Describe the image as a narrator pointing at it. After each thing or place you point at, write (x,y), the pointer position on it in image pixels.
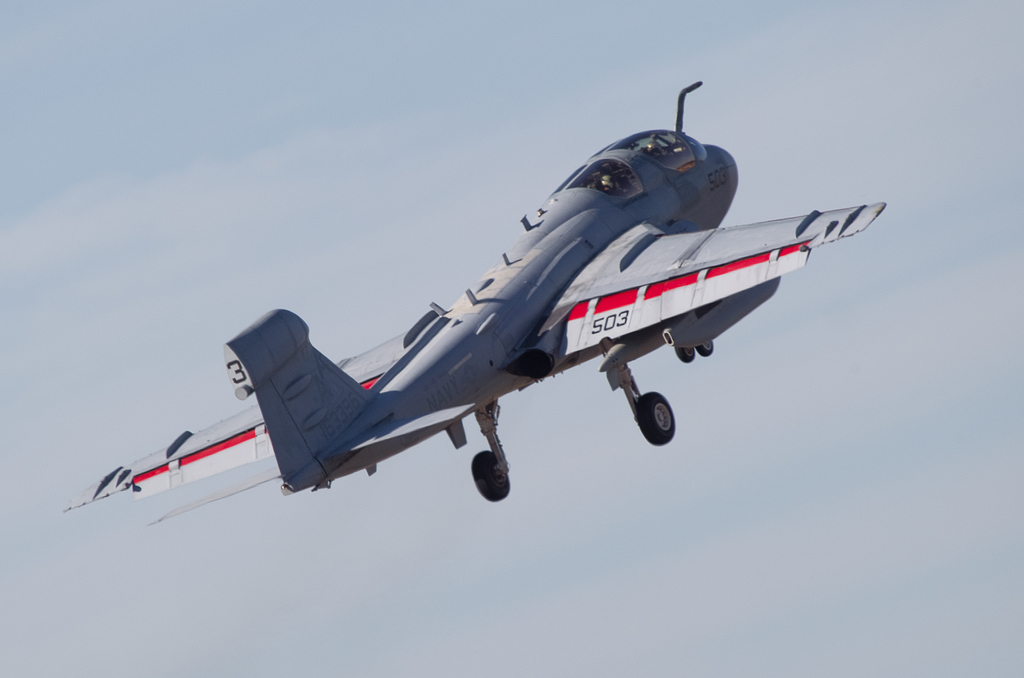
In this image we can see the airplane (470,298) in the sky (359,202).
